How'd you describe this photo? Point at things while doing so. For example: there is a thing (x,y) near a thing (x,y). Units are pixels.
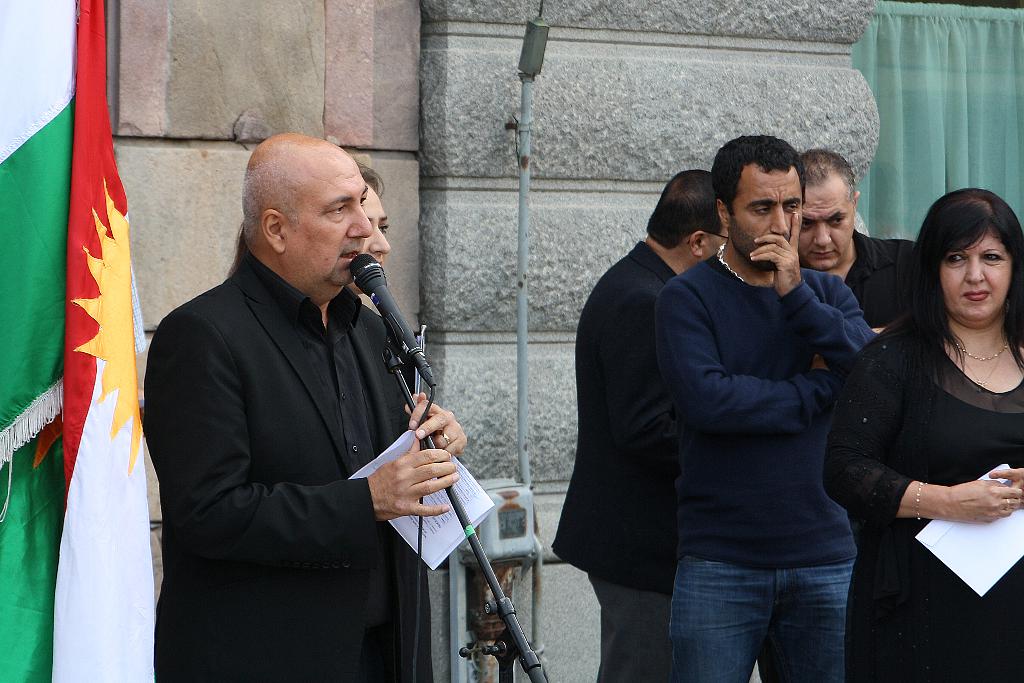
In this picture there is a man (262,484) standing and talking and he is holding the paper (462,510) and microphone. At the back (634,650) there are group of people (956,434) standing and there is a building (438,337) and there is a flag (71,483) and there is a curtain (958,56).
